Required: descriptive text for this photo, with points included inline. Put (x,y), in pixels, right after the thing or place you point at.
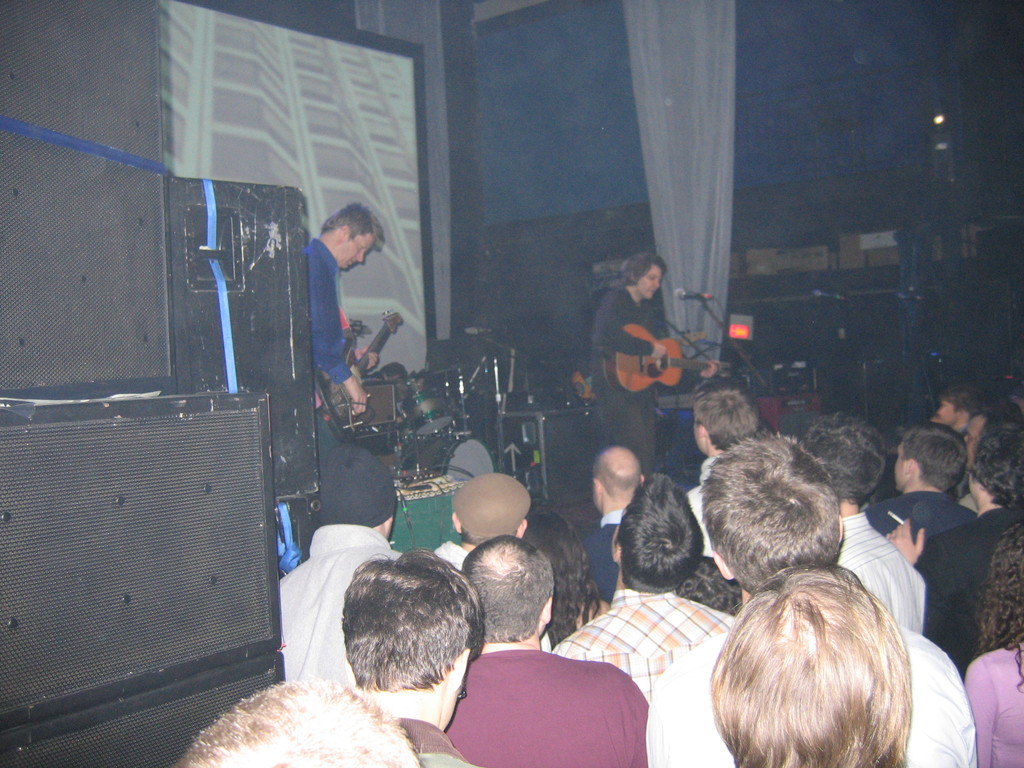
In the center of the image (602,354) we can see persons (345,350) holding a guitar (662,343) and performing on dais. At the bottom of the image (531,722) we can see crowd (746,452). On the left side of the image (105,12) there are speakers (117,653). In the background (309,93) there is a screen (309,93), musical equipment (453,405), curtain (650,95) and wall (463,147).
